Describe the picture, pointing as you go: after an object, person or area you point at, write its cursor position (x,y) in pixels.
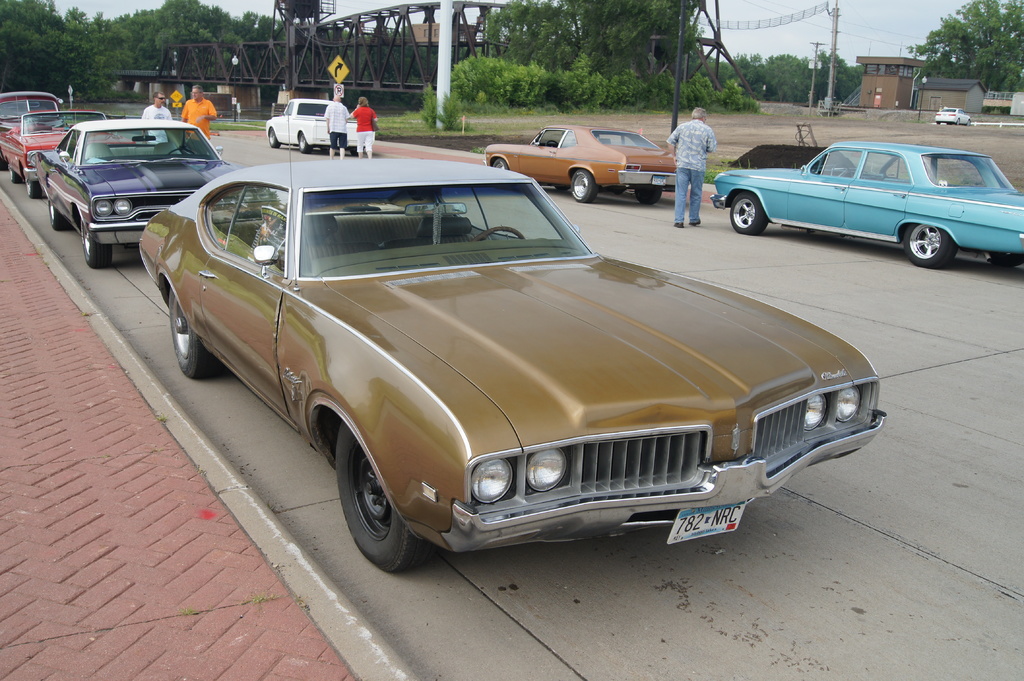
In this image I can see cars (41,168) and people (336,112) on the road (724,213). There are sign boards (180,105), poles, trees (57,28) and buildings (928,95) at the back (373,58).
